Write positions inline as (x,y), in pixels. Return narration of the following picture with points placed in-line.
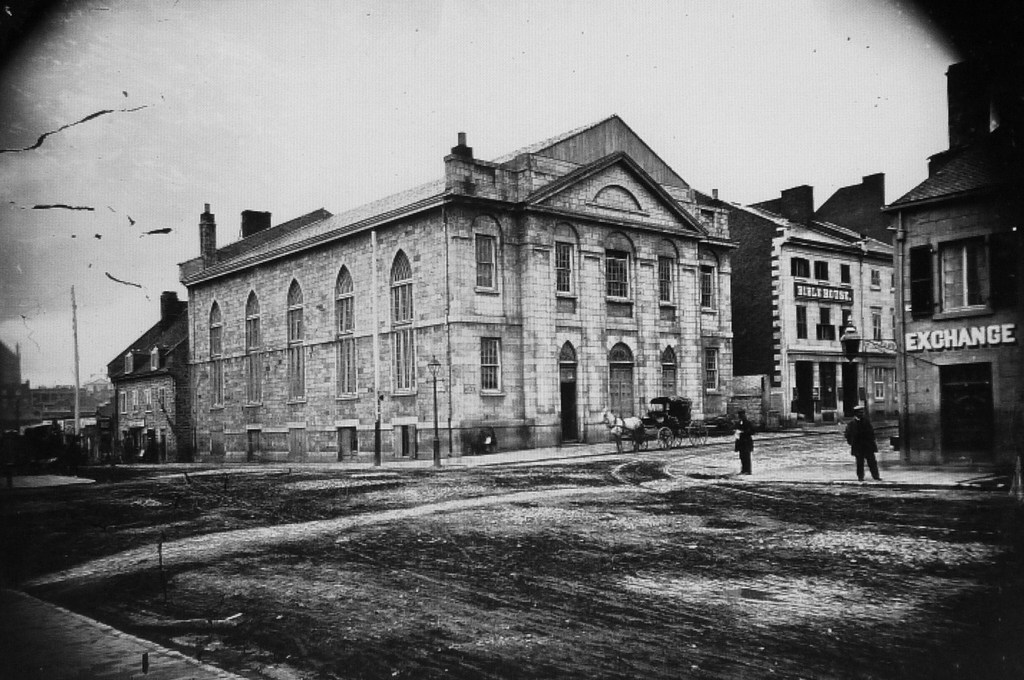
This is a black and white image and here we can see buildings (685,384), poles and some vehicles (671,402) and people (848,422). At the bottom (484,594), there is road (459,585).
